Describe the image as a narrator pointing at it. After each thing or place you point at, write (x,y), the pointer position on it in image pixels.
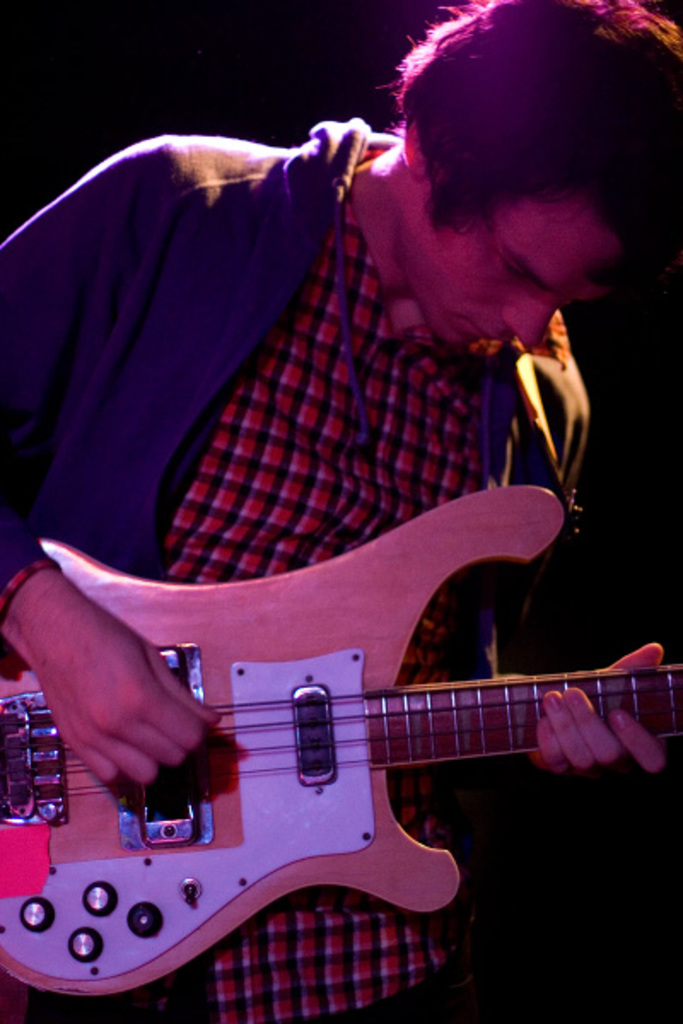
In this picture there is a person (191,270) who is playing a guitar (282,649) holding with his both the hands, he is wearing blue color jacket (292,197), he is looking downwards.
